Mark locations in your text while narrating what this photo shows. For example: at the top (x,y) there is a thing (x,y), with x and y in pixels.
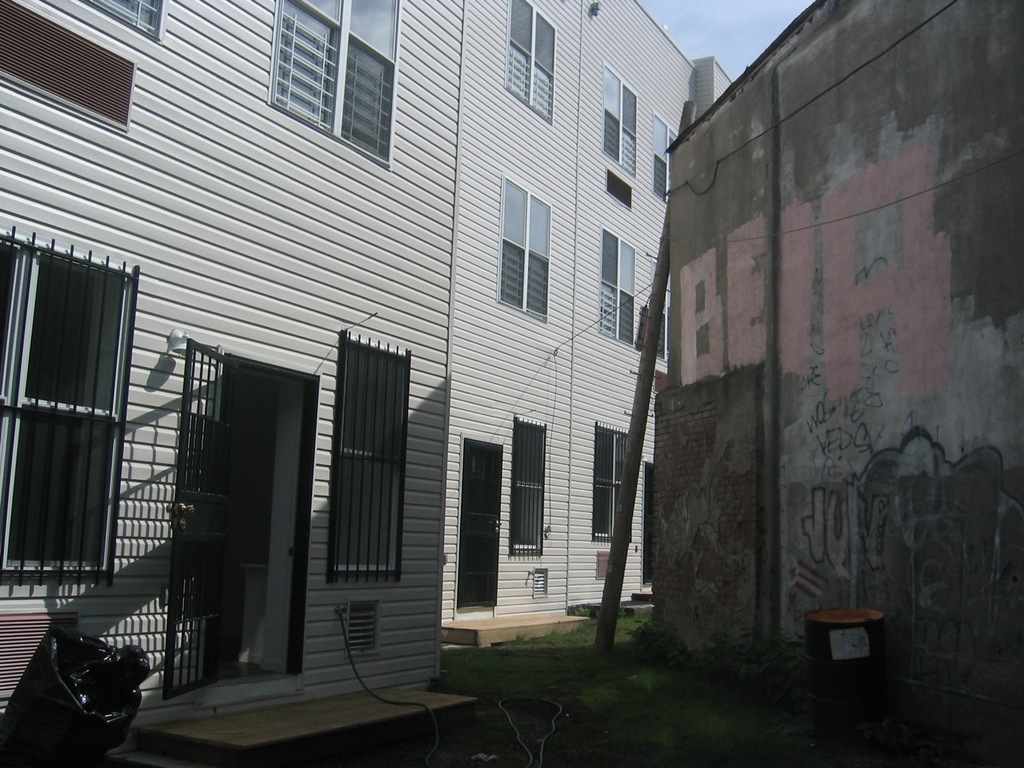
In this image we can see door (253,521), windows (46,481), buildings (555,262) and sky (698,29).
